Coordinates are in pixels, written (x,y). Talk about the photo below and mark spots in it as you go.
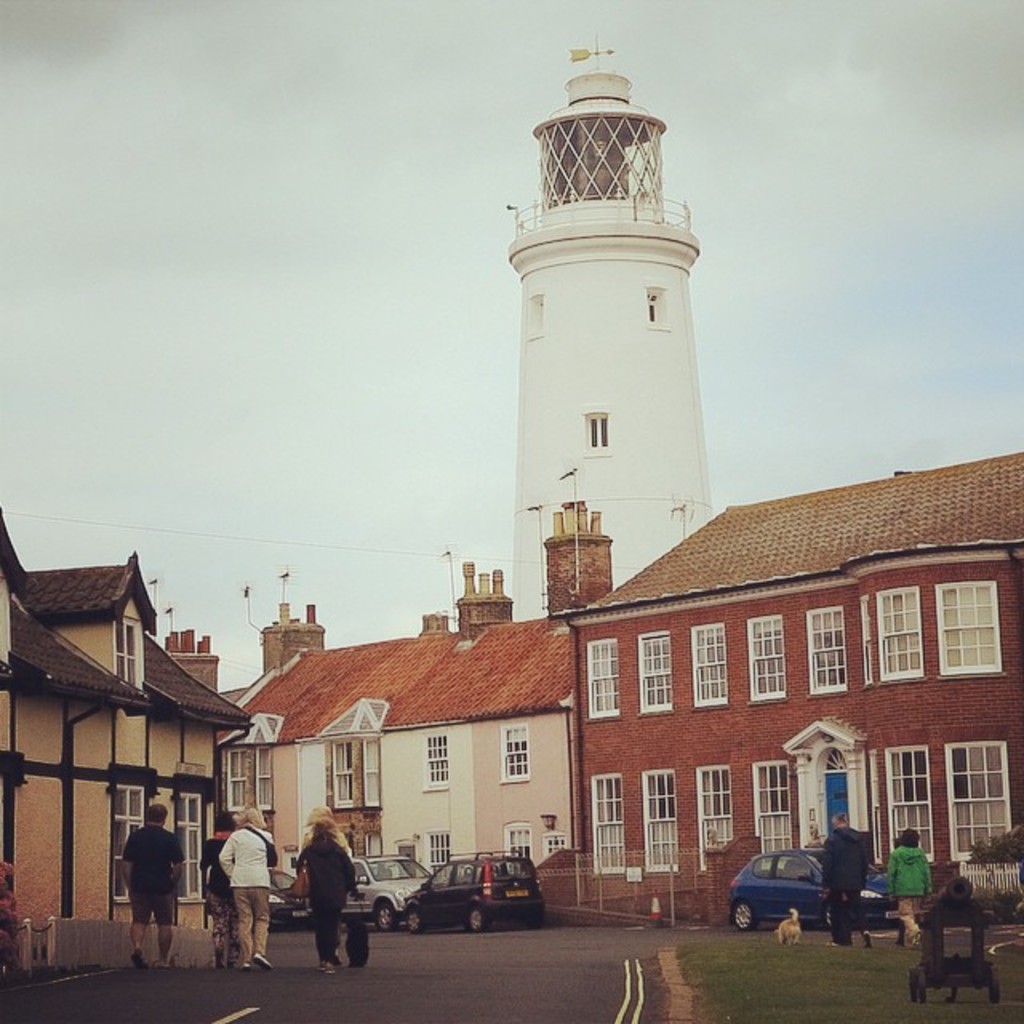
These are the buildings (585,785) with the windows (523,847). I can see the cars (480,891), which are parked. There are groups of people (241,833) walking. I can see the dogs (356,937). This looks like an object (926,986), which is placed on the grass (874,990). I think this is a tower (571,312). Here is the sky (328,285).
